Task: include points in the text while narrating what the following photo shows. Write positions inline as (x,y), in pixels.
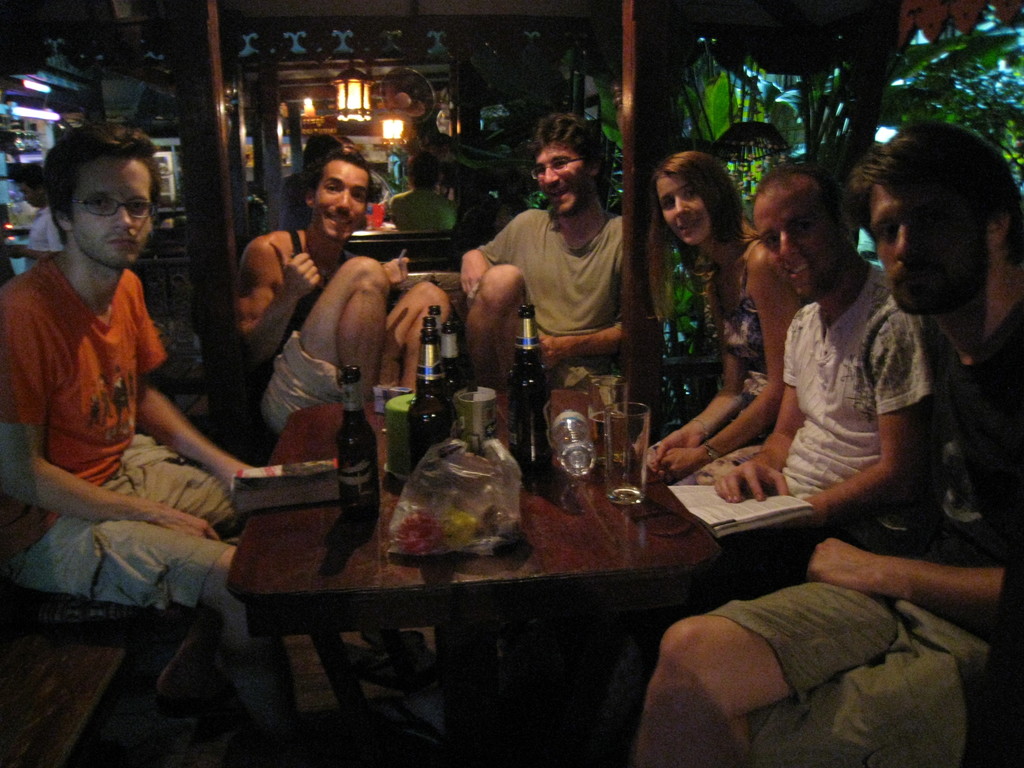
In this image I can see number of people (321,218) are sitting. Here on the table (270,519) I can see few bottles (448,355), few glasses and a book (302,501).
